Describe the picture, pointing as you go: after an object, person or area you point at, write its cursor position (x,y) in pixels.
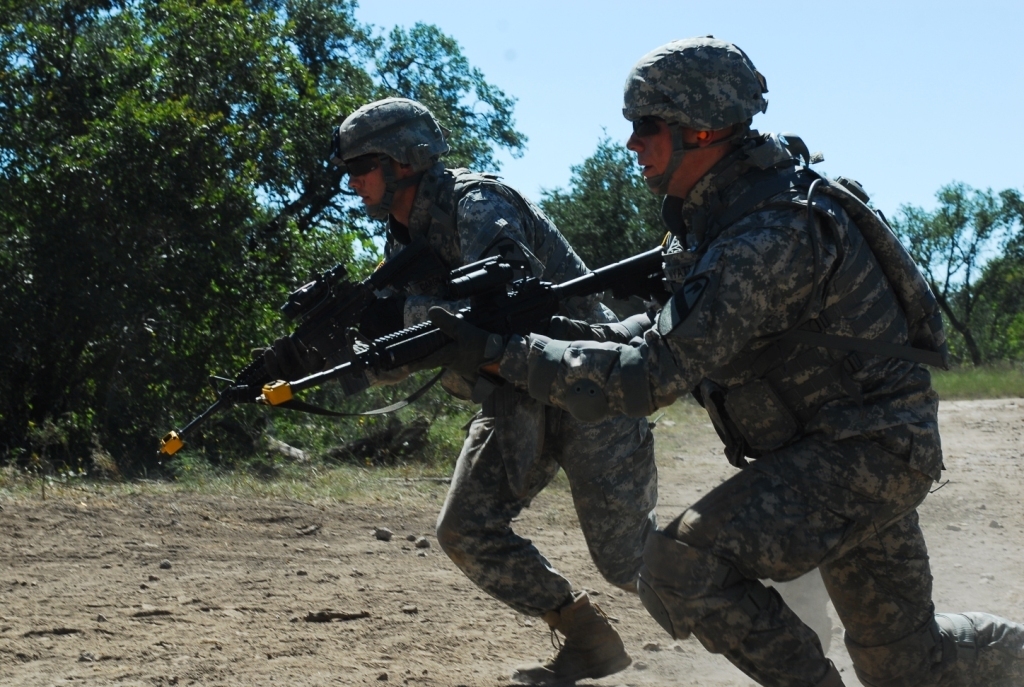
In this image there are two people (735,192) who wore army dress (556,371) and they are holding guns (311,337) in their hands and they are about to run they are also wearing helmets (648,102) and towards right of the second person (829,213) there are also some trees (957,295).
